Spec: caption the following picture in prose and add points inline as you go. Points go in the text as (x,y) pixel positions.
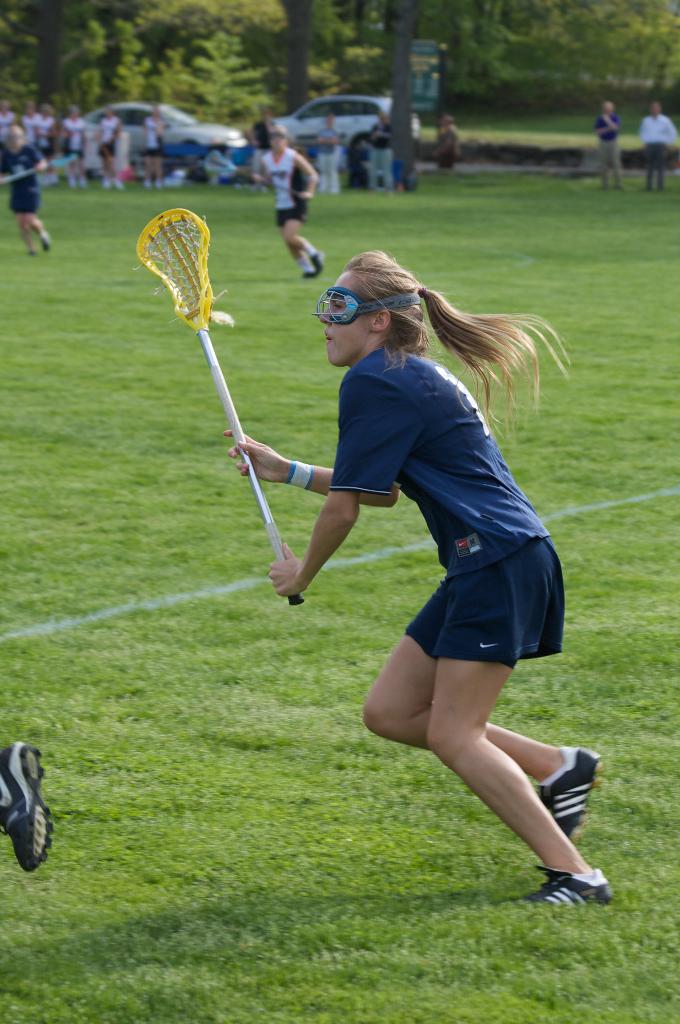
In this image there is one girl (375,482) running on the right side of this image (465,555) is holding a lacrosse stick (212,344). There are some other persons (44,135) standing in the background (10,126). There are some trees (278,18) in the background (447,41). There are two cars (294,143) on the top left side of this image (194,121). There is a ground (98,695) in the bottom of this image (200,795).
